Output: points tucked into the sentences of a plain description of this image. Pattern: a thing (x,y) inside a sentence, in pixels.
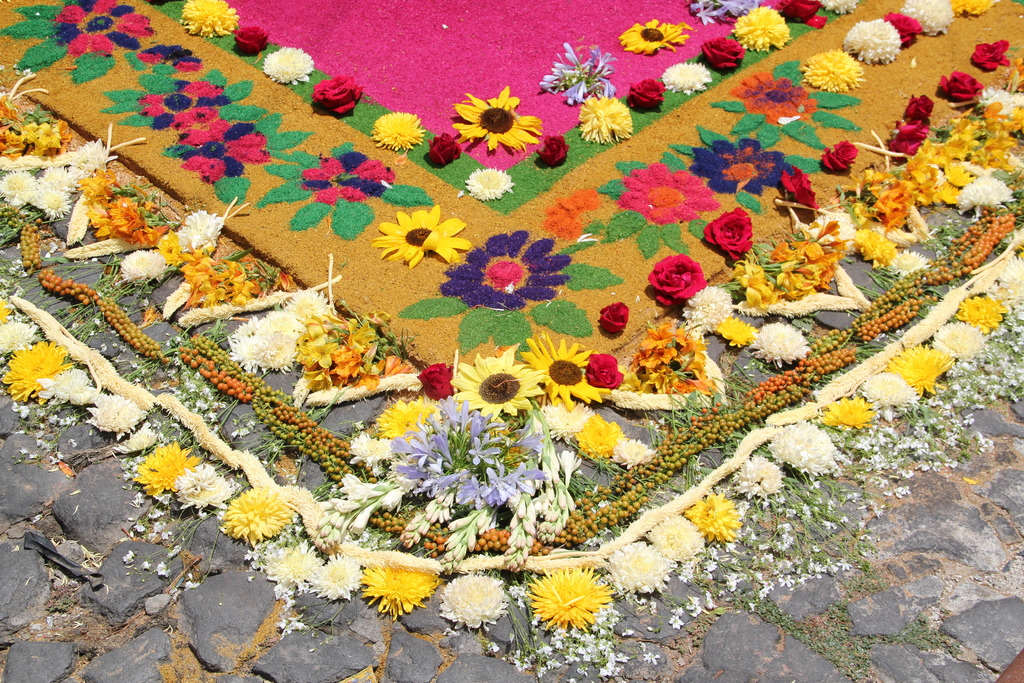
In the picture we can see a rock path (495,632) on it, we can see a mat (97,102) which is decorated with flowers (996,149) on it and around the mat (87,113) also we can see with flowers (454,433).
